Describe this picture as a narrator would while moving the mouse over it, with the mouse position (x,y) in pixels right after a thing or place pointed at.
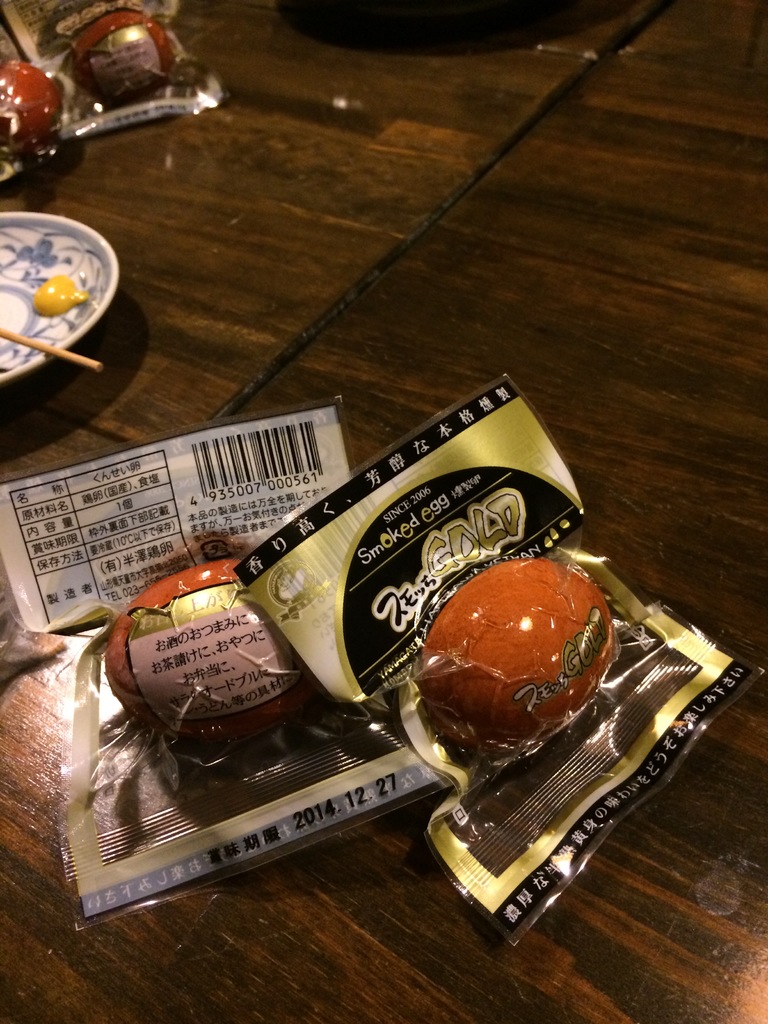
This image consists of eggs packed in a cover (517,459) are kept on the table (415,893). The table (352,296) is made up of wood (489,236).
